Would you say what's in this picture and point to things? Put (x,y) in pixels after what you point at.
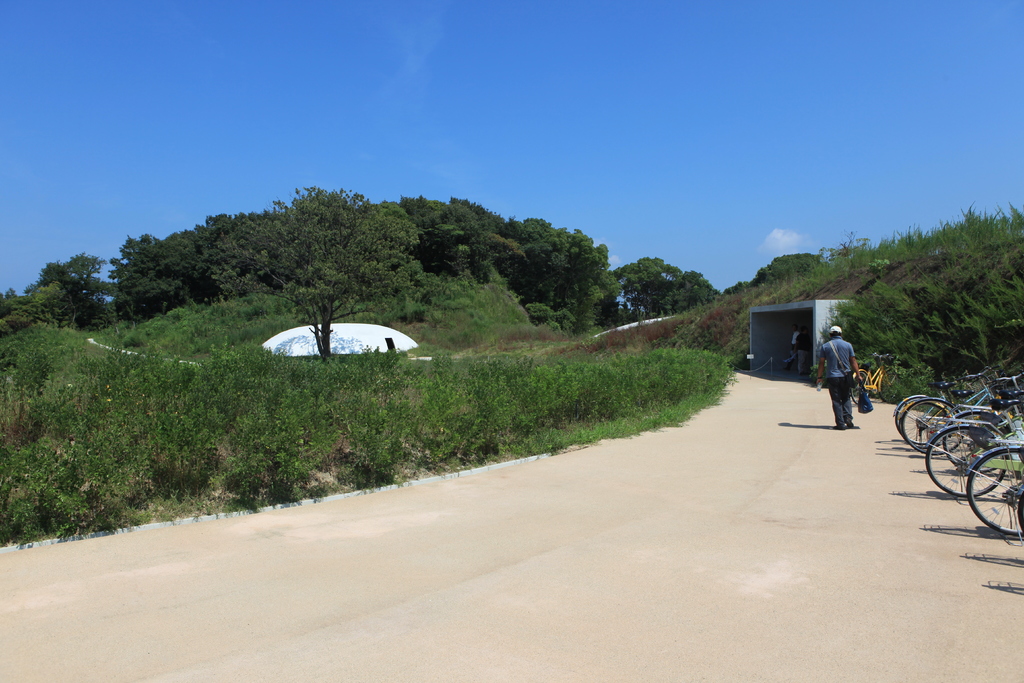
At the bottom of the image (747,474) there is road (564,659). On the road (824,472) there is a man (831,354) with a cap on his head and he is walking. On the right corner of the image (970,439) there are bicycles (989,440). And also there is a shed (805,322) with few people (800,342) in it. And in the image there are many trees (406,253). In between them on the left side (275,336) there is a white color object (406,349). At the top of the image (567,106) there is sky (419,104).
